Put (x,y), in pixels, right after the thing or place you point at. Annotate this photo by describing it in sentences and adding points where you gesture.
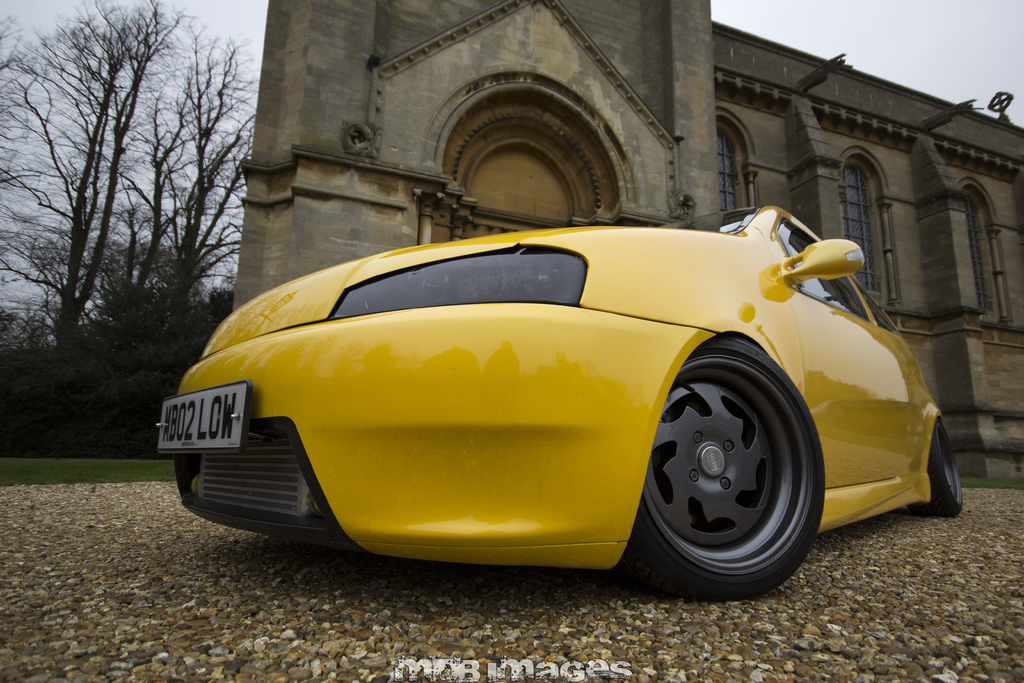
We can see yellow car (817,356) on the surface (97,635) and building (553,135). In the background (239,164) we can see grass (114,463), trees (40,379) and sky (896,44). At the bottom (415,677) we can see text (415,661).
